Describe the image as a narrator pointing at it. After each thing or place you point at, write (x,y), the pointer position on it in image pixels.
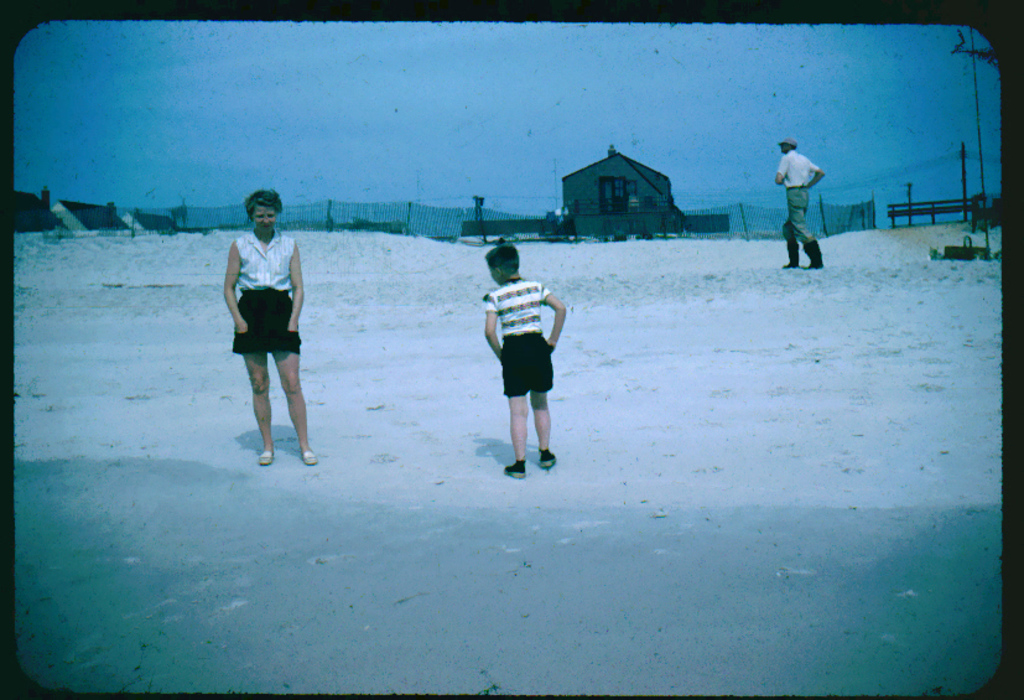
This is an edited image. I can see two persons (529,375) standing and a person (793,258) walking on the sand (810,315). On the right side of the image (976,200), there is a bench (978,216). I can see the houses (109,223) and fence (316,215). In the background (357,109), there is the sky (717,81).
